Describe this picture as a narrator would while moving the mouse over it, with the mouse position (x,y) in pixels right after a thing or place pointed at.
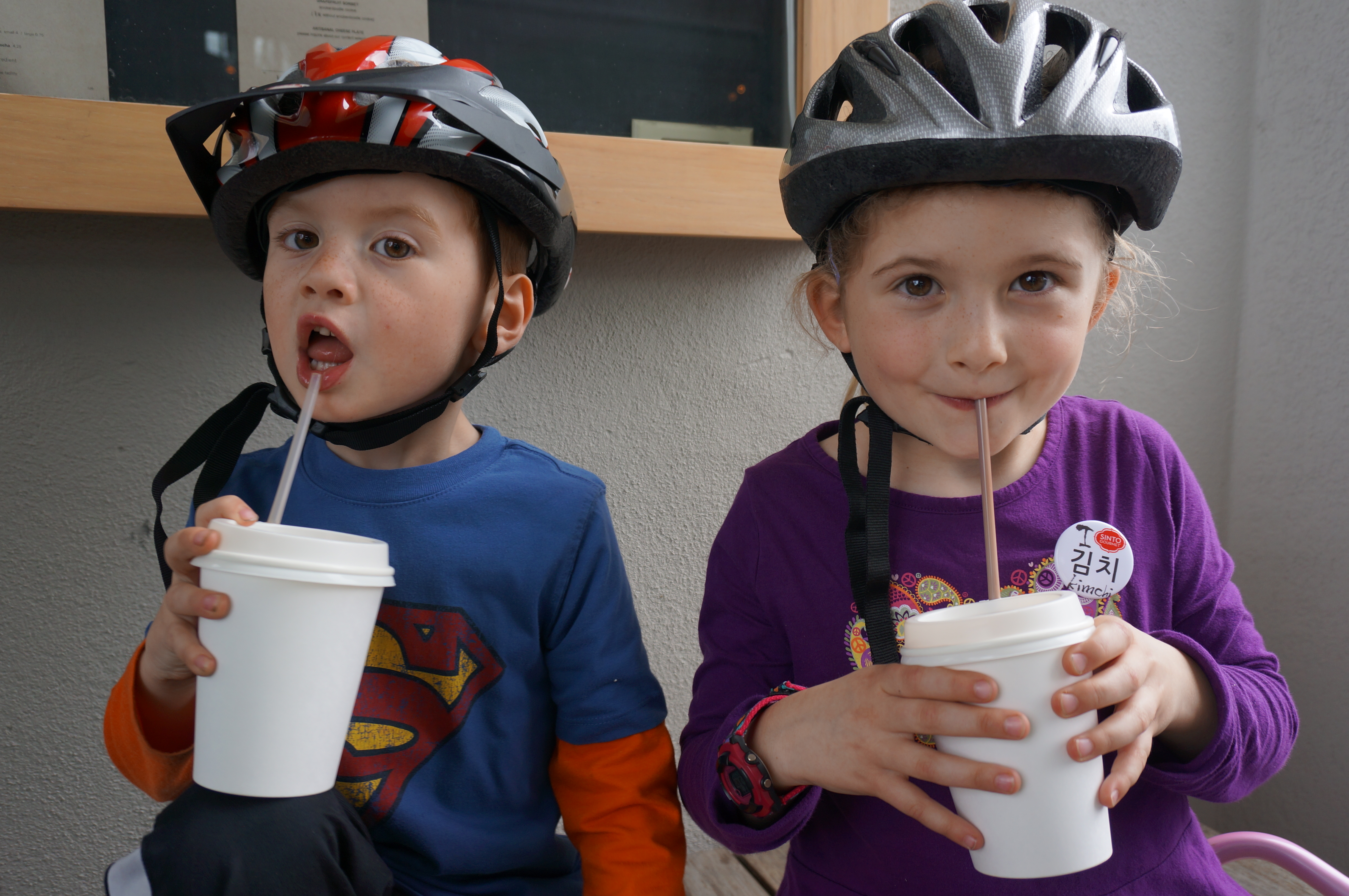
In the image two kids (1012,48) are sitting and holding cups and smiling. Behind them there is a wall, on the wall (820,363) there is a frame (63,20).
